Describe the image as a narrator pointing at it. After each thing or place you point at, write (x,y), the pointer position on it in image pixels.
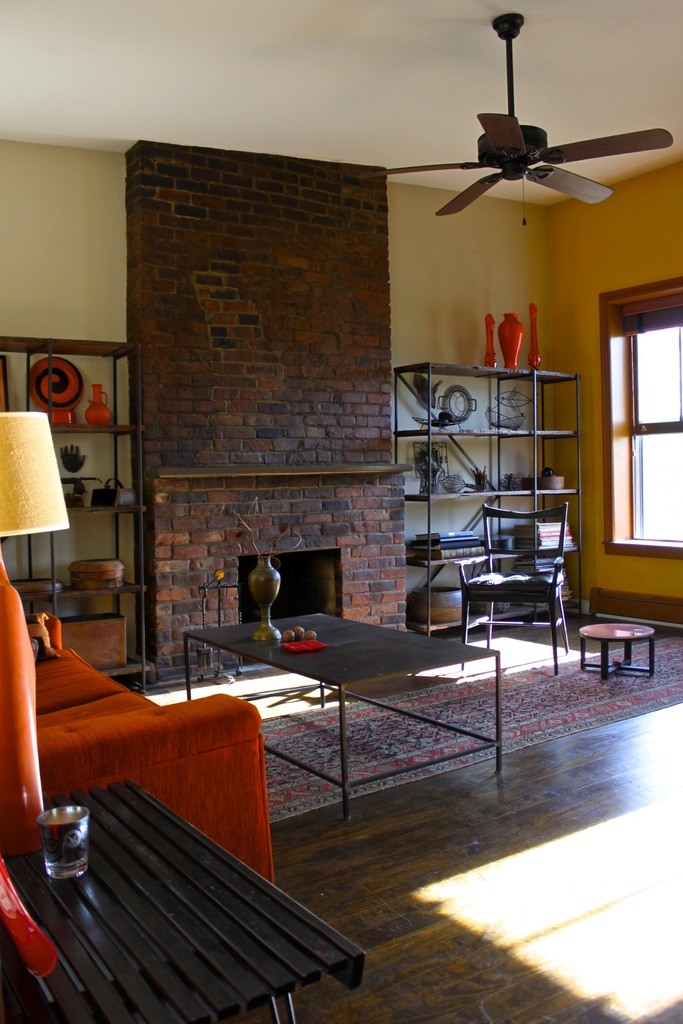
This picture shows inner view of a room (317,345), We see a sofa (167,784) and a table (209,956) with a Glass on it and we see a chair (552,614) and a pot (265,608) on the another table (441,658) and we see couple of metal racks (415,439) with some articles (480,491) and books (540,545) and we see a table lamp (59,529) and a small stool (605,641) and we see a ceiling fan (437,217) to the ceiling (591,118) and a carpet (418,743) on the floor (336,820) and we see a glass window (630,375).
